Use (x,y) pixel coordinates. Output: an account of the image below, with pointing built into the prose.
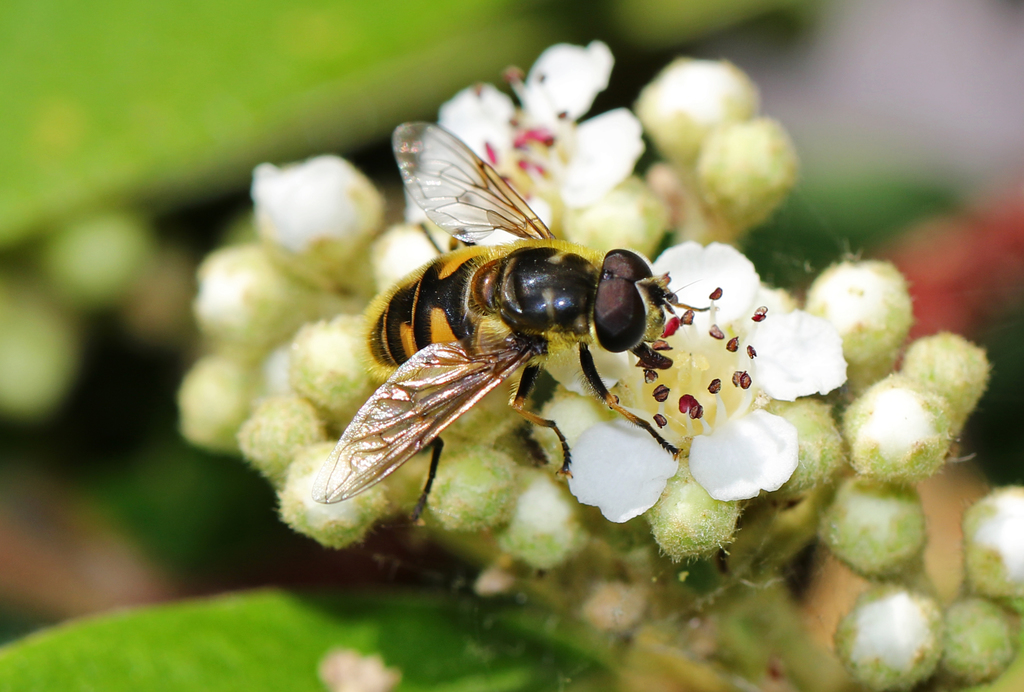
In this image, we can see flowers (651,454) and hoverfly (489,335). Background (9,538) there is a blur view. Here we can see green color.
